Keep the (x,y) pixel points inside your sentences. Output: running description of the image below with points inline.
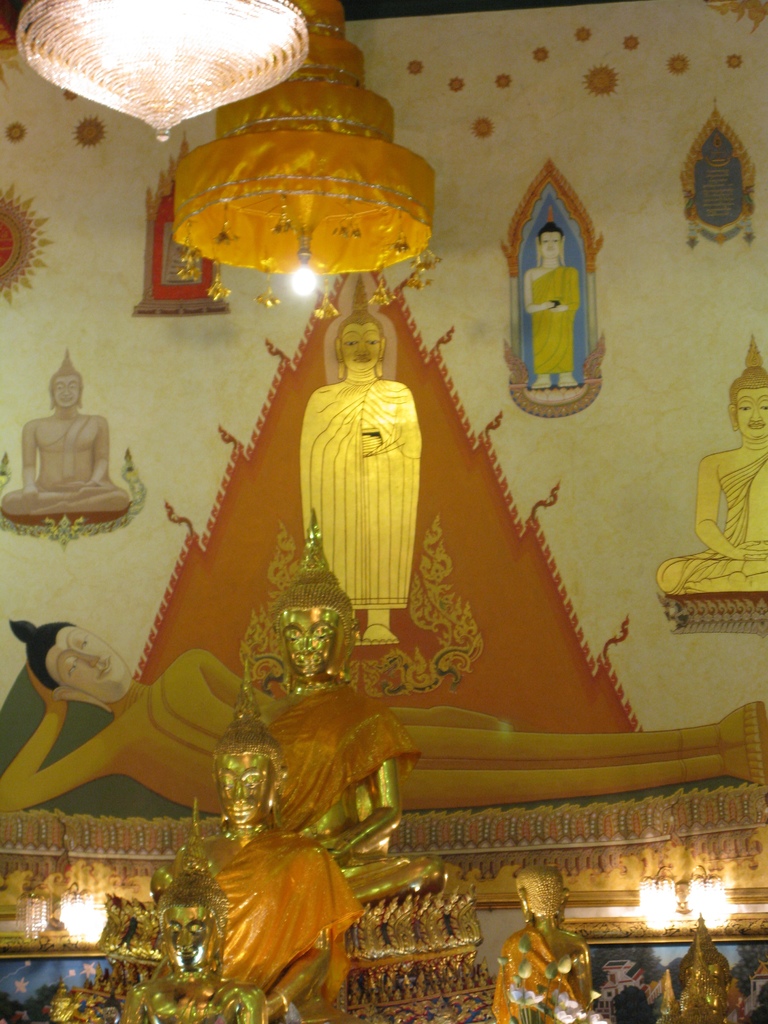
In the foreground of this image (477,953), there are few sculptures (341,975) at the bottom (472,1005). In the background (377,520), there are paintings (352,517) on the wall (591,558). At the top (312,147), there are chandeliers (338,206).
